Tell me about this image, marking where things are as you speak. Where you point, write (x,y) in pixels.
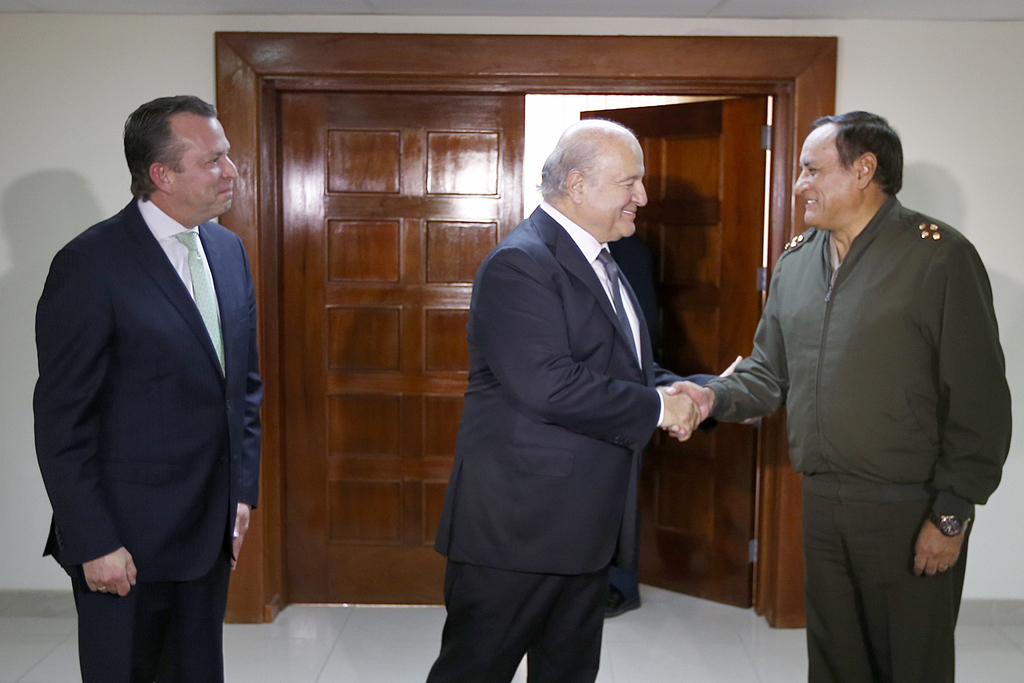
In this image there are two persons (793,353) shaking hands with each other are having a smile on their face (643,192), beside them there is another person (227,311) standing, behind them there is a wooden door (477,142) opened.
